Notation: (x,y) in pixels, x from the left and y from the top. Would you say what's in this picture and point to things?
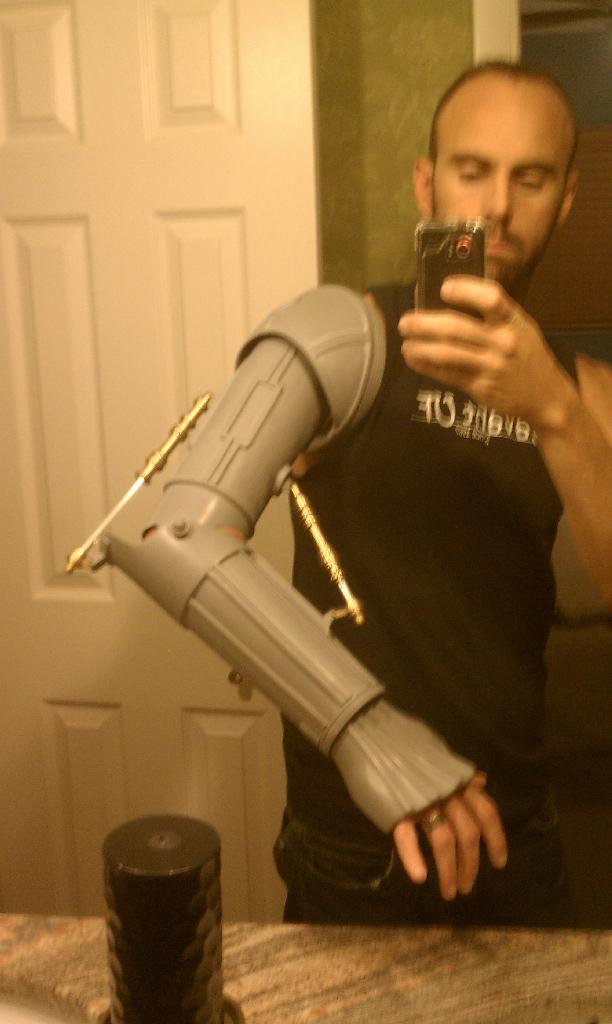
In this image we can see a person (397,452) holding a camera (473,270). There is something on his hand (260,683). In the back (189,232) there is a wall (417,48) and a door (288,145). In front of him there is a platform (277,938). On that there is a black color object (144,919).
